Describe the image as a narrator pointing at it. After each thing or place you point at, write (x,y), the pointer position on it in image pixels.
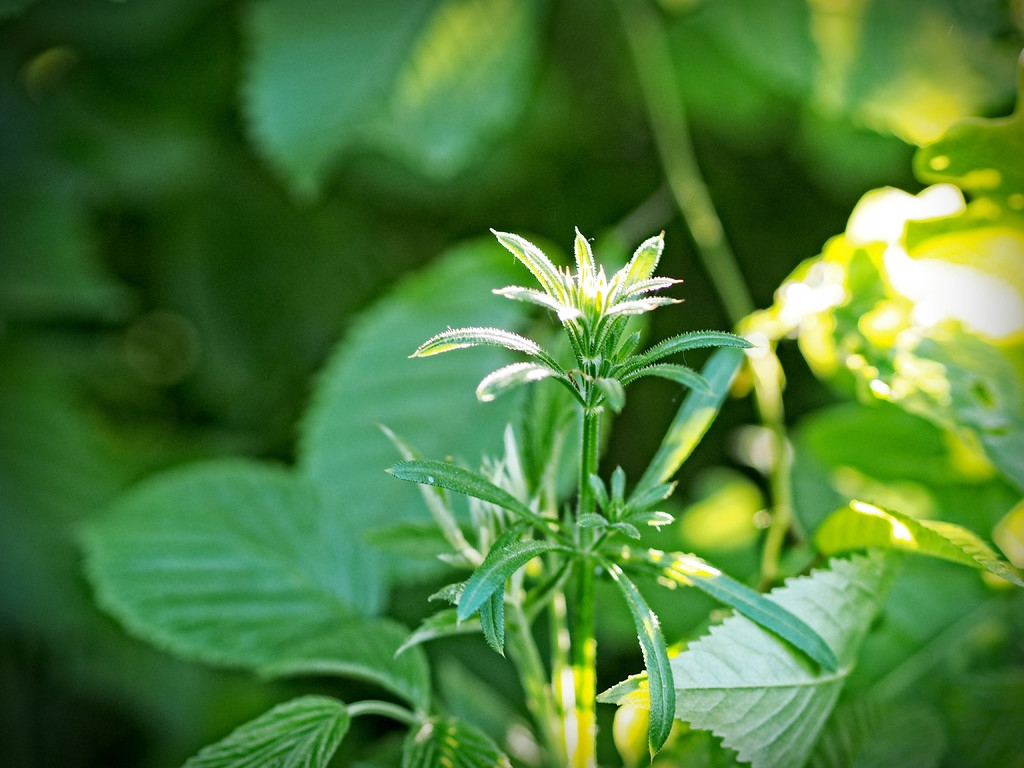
In this image we can see some plants (493,506) and the background (139,280) is blurred.
